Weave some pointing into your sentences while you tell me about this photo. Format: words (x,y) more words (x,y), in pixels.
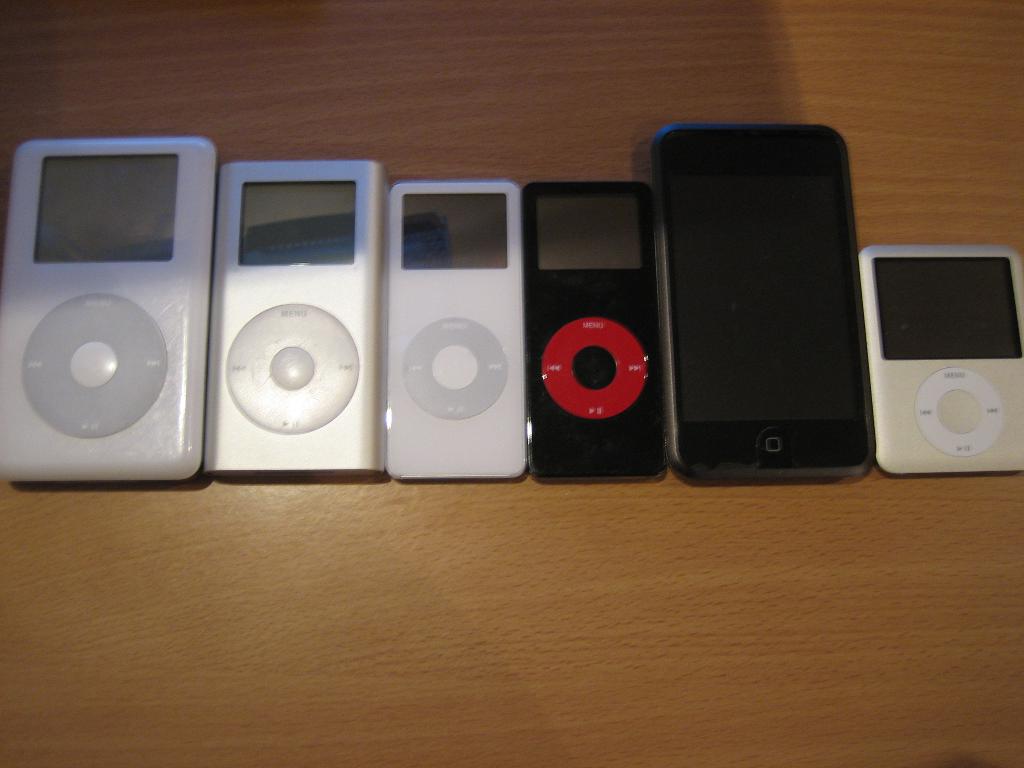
In this picture we can see electronic gadgets (330,247) placed on a table (425,611).
